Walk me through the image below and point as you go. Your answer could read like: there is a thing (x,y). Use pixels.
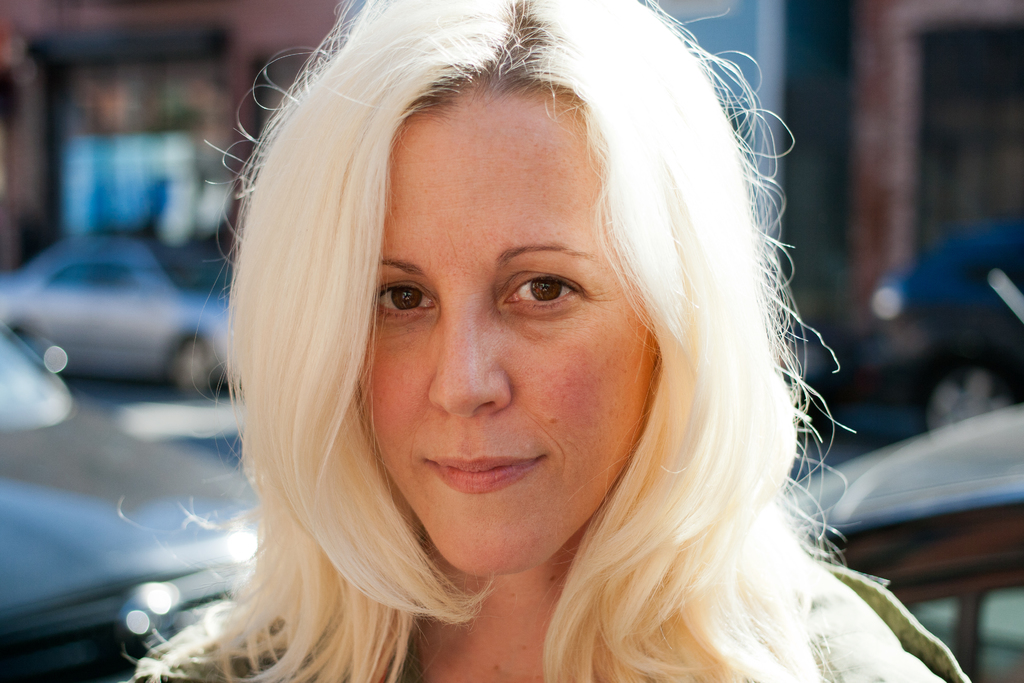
In this image I can see the person (381,540). In the background (79,466) I can see many vehicles (5,519) and the building (246,102). But I can see the background (995,368) is blurred.
